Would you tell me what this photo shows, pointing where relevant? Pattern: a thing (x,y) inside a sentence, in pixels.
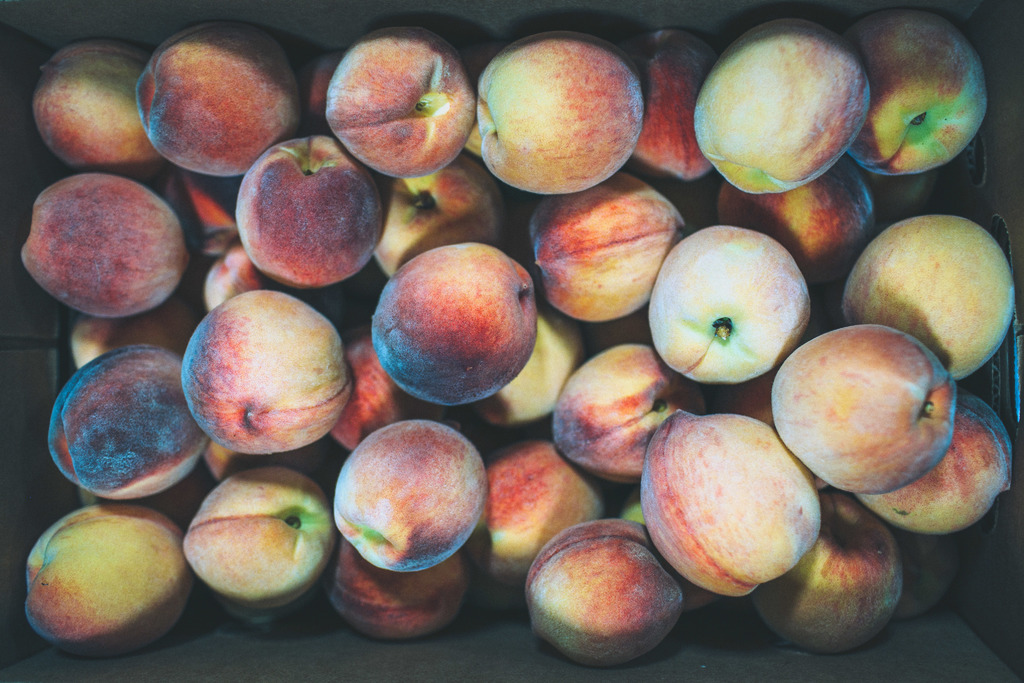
As we can see in the image, there are few fruits (405,263) with red color.
